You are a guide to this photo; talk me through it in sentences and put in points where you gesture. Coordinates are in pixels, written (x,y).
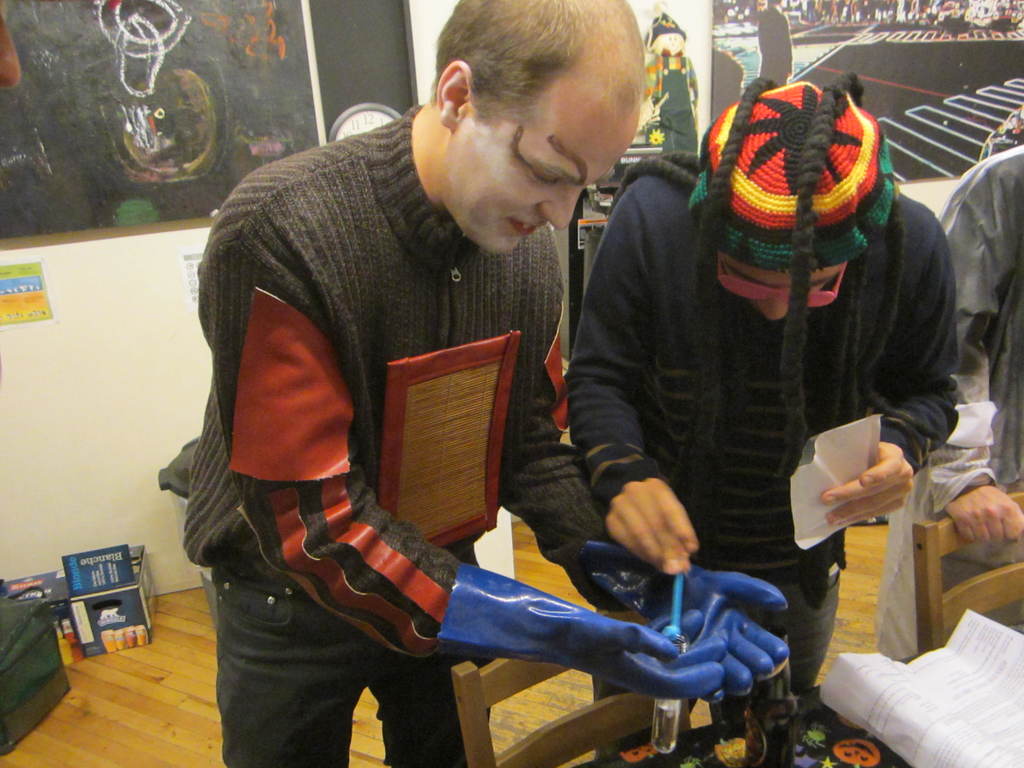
In this picture there is a man (336,432) standing and holding the object (677,701) and there is a man (866,202) with blue sweatshirt (689,299) is standing and holding the objects (818,489). On the right side of the image (1005,201) there is a person (936,483) standing and there are chairs (641,722) and there are objects (991,706) on the table (770,729). On the left side of the image (114,589) there are boxes (131,580) and there is a bag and there is a board (267,1) and there is a clock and poster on the wall (97,325) and there is text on the posters (189,277). On the right side of the image (822,34) there is a board (806,37) and there is a toy (662,132) and there are objects (571,268) and there is a picture (778,21) of group of people (930,11) on the board (863,66). At the bottom (144,747) there is a floor (186,700).
